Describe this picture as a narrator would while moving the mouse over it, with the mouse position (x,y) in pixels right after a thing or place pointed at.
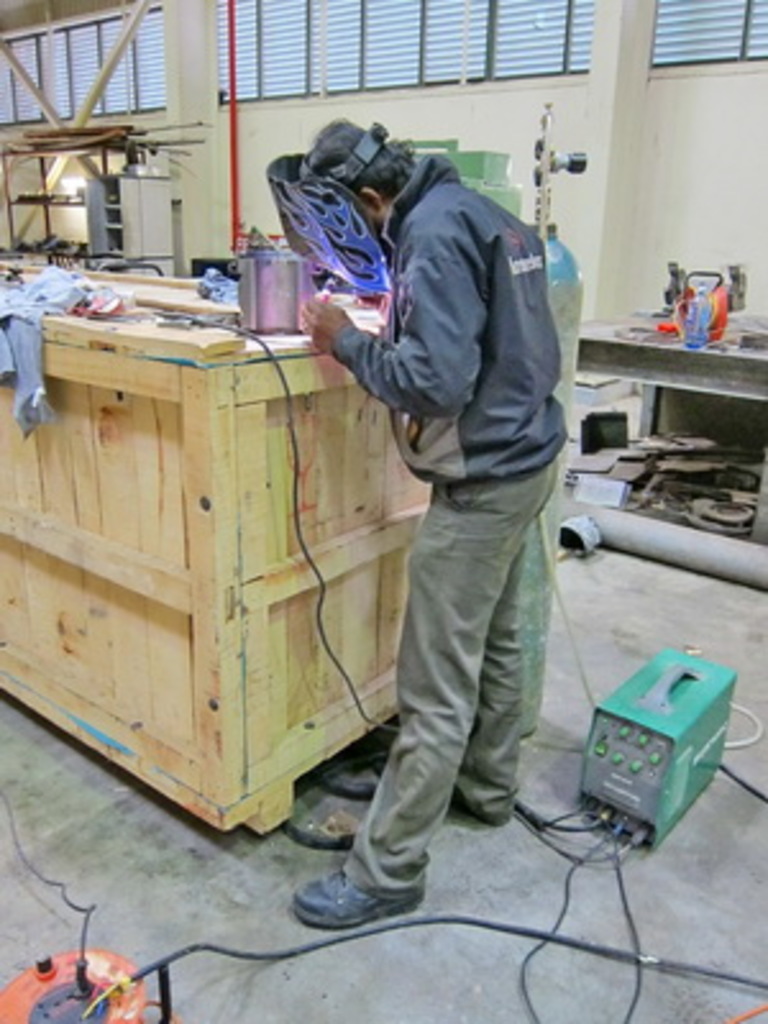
In this picture we can see the man (430,633) standing in the front (416,476) wearing mask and working on the wooden table (284,433). Behind there is a white wall (598,52) and some window glasses (573,54) on the top (484,53).
